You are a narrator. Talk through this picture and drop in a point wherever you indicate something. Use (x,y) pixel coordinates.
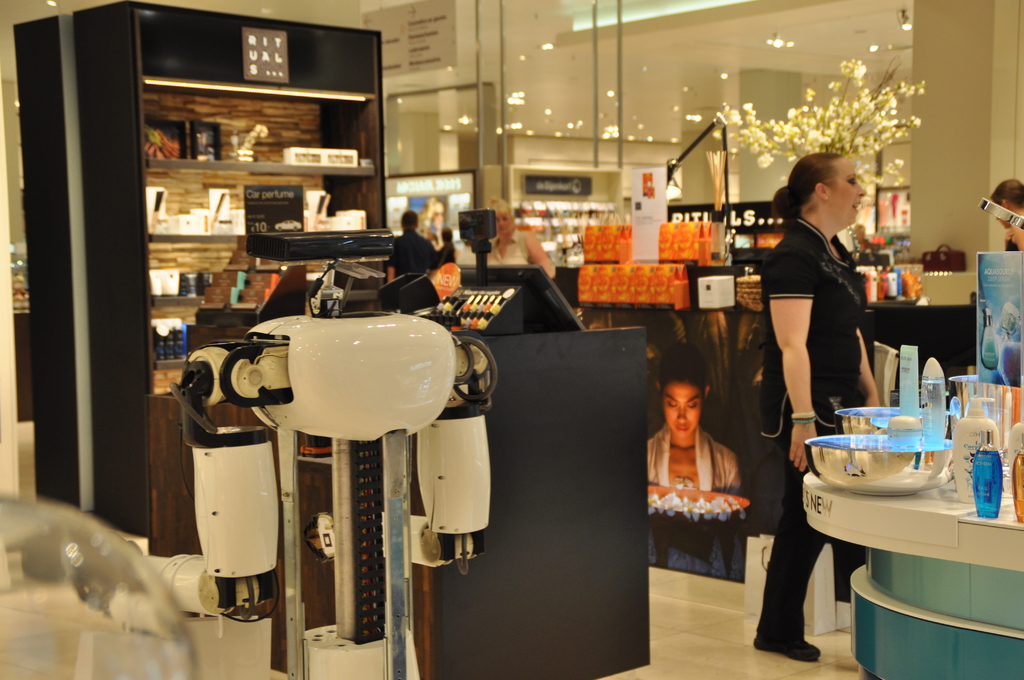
This picture shows inner view of a store (689,174) and we see cupboards (225,67) and a machine (475,342) and few nail polish (493,311) on the table (559,343) and we see a monitor (534,298) and few bottles (994,515) and we see a plant (800,153) and we see another woman (1005,197) on the side.
